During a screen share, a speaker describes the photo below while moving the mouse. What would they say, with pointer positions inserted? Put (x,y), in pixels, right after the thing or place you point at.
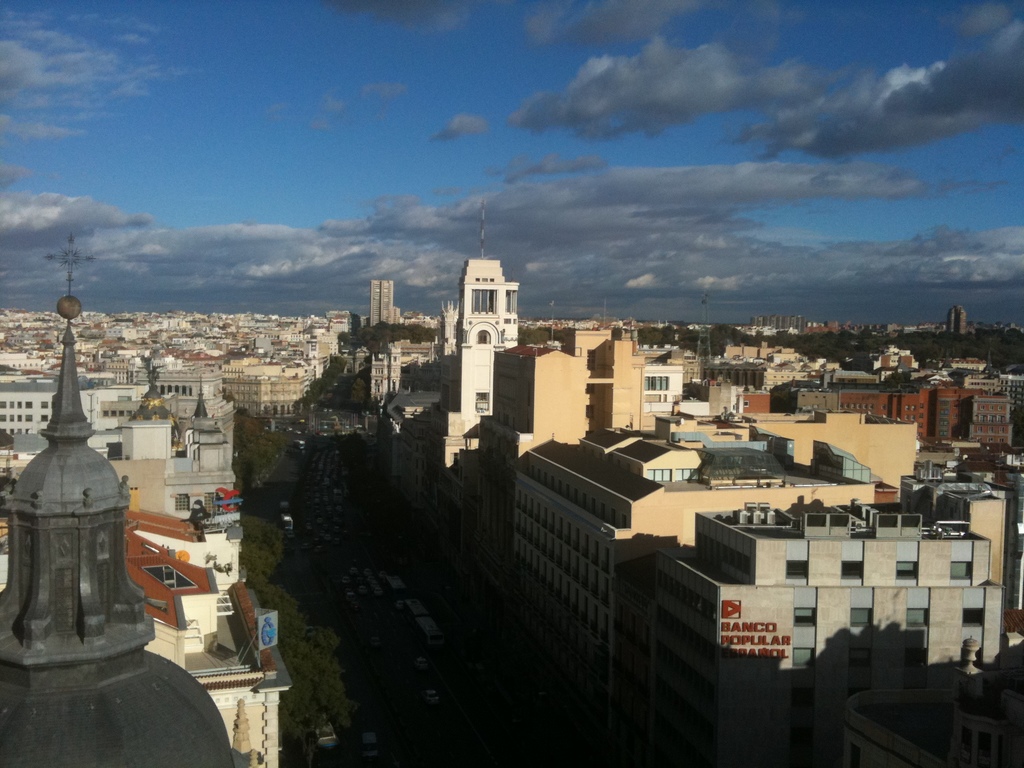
In this image there are buildings (571,376) and the sky (469,139).
